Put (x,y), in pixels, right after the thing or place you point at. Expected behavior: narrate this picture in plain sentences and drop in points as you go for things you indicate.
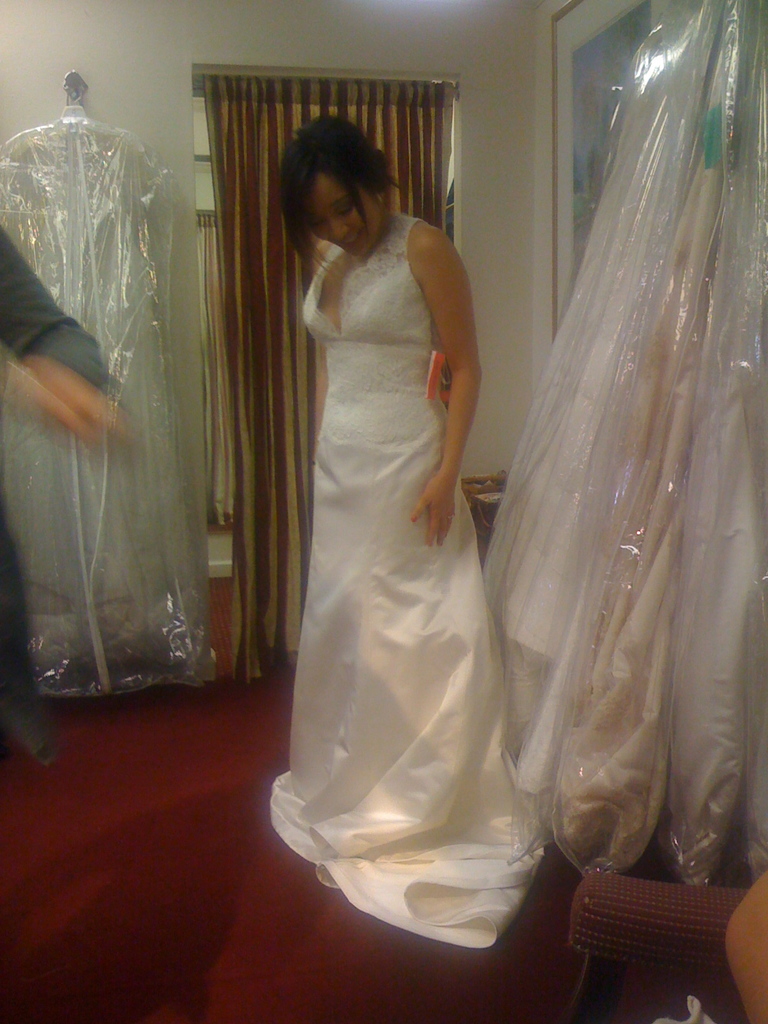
In this picture I can see woman (385,508) standing and I can see few polythene bags (161,269) and I can see a curtain (344,94) on the back (325,91) and a human (4,712) on the left side (17,682) and looks like a photo frame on the right side of the picture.
